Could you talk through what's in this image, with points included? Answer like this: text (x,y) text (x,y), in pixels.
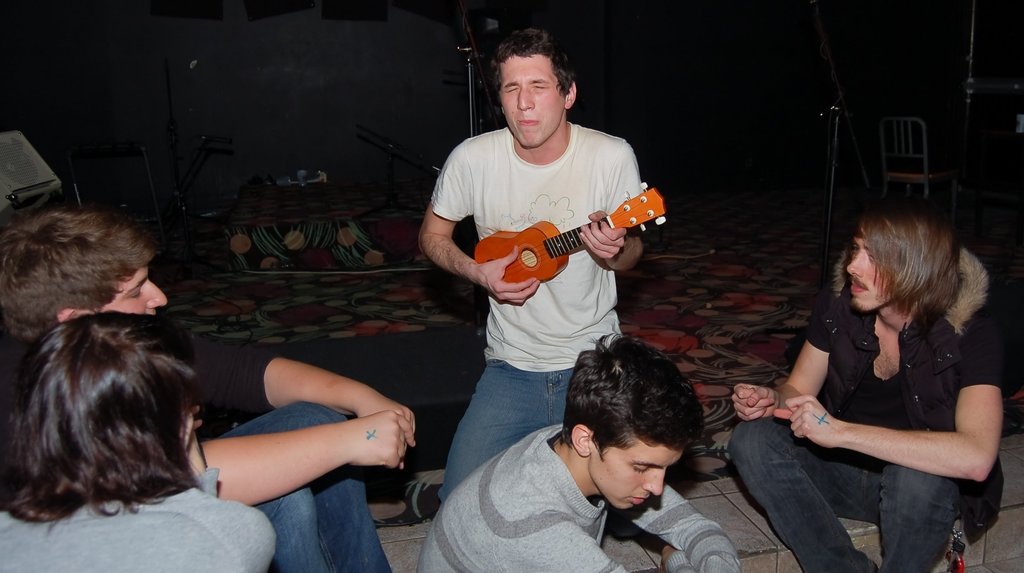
In the middle (552,294) there is a man (549,329) he is playing guitar (548,253), he wear white t shirt (541,184) and trouser (492,397). On the right (892,390) there is a man (885,449) he wear black shirt (932,389) and trouser (927,521). On the left (126,455) there are two people (179,429), staring at something. In the background (475,56) there is a stand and chair (899,170).
